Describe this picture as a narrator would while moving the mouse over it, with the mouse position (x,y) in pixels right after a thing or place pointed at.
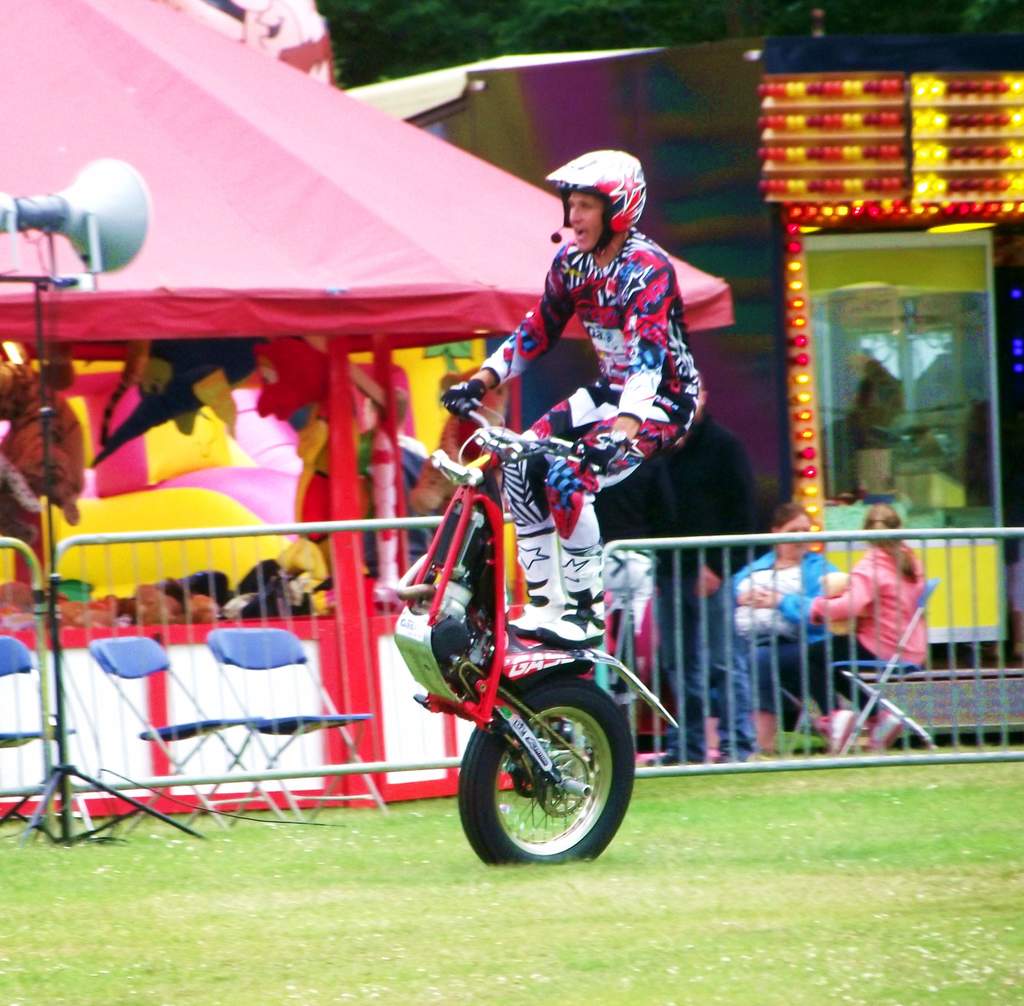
In this image I can see a man (586,447) is riding a single wheel bike (551,712), he wore red color dress (617,393) and helmet (607,212). On the left side (315,718) there are chairs (331,724) in blue color, there are trees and iron grill (413,679) in the middle (615,609) and on the right side (796,545) two girls (818,701) are sitting on the chairs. There is a glass (925,346) at this side, on the left side (263,446) there are air balloons (296,483).
